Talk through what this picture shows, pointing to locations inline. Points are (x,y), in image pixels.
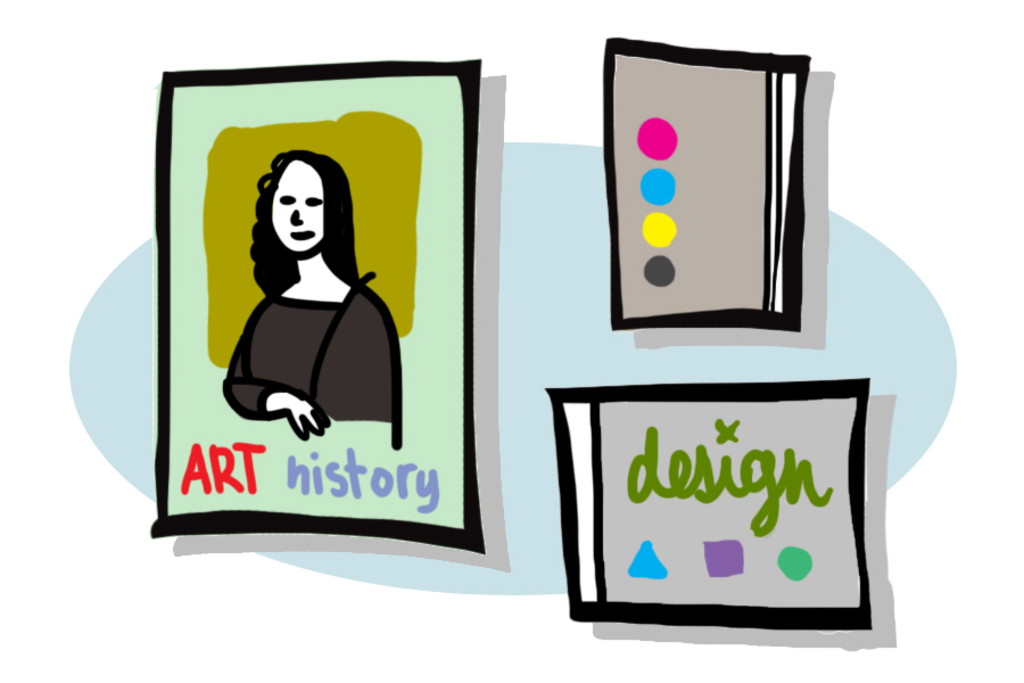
In this image, we can see a clip art (663,242) contains depiction of a person (383,352) and some text (188,475).
